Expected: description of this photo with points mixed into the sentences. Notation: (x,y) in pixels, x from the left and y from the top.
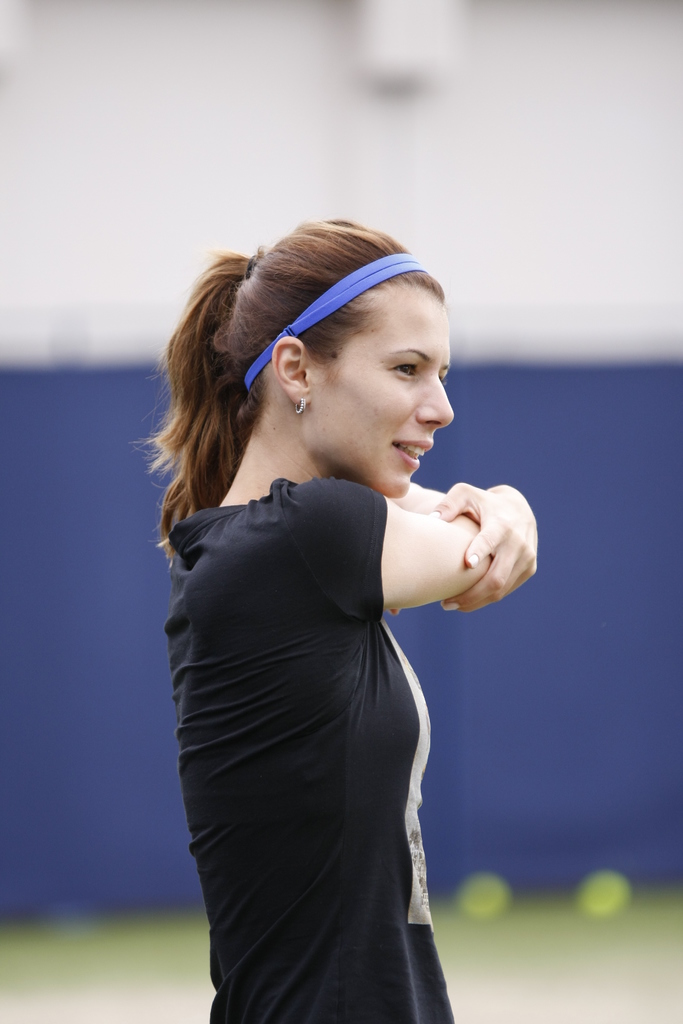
In this image we can see a lady person (287,737) wearing black color dress (290,760) doing exercise and also wearing blue color ribbon (332,299) to the head (208,319) and at the background of the image (14,881) we can see blue color sheet (616,643).
